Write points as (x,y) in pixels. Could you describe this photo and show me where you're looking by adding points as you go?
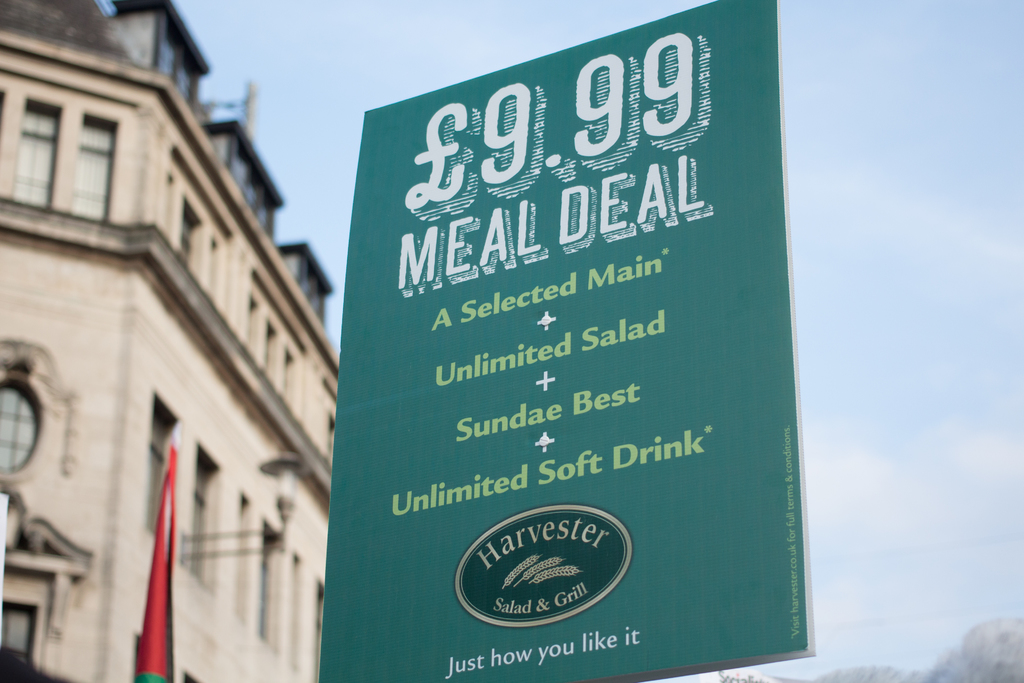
In the middle of the image (366,313) we can see a banner (730,22). Behind the banner (392,676) there are some clouds (1008,518) in the sky (984,34). On the left side of the image (138,115) there are some buildings (298,333).
